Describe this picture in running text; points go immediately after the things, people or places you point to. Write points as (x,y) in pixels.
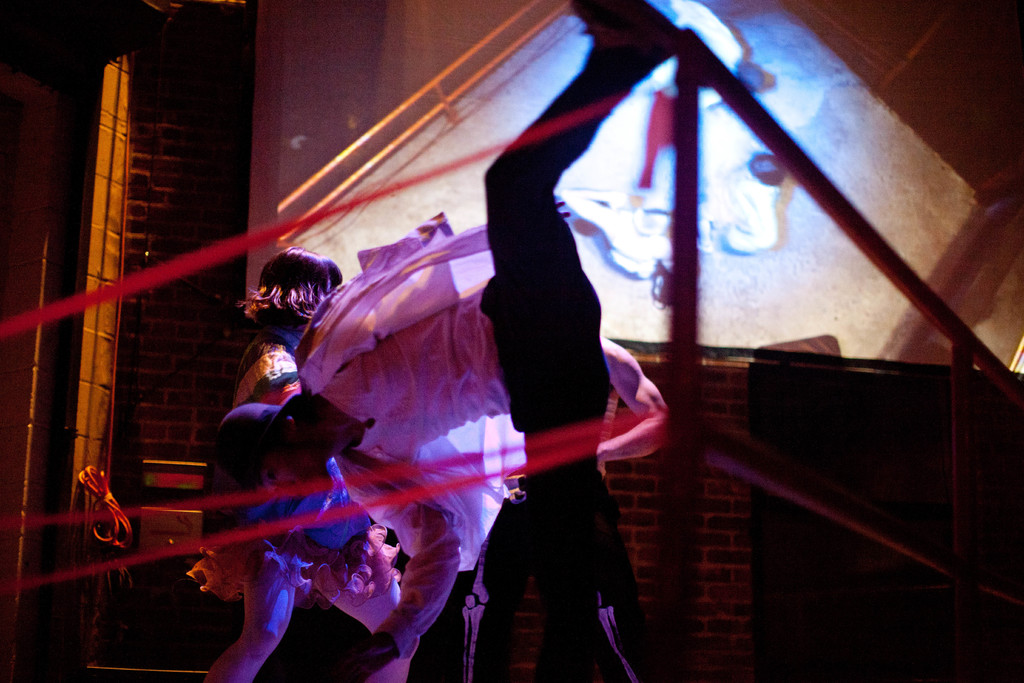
In the middle (353,301) a man (492,213) is there, he wore a white color shirt (468,331) and a black color trouser (558,238), in the left side (333,533) there is a woman (213,676).
